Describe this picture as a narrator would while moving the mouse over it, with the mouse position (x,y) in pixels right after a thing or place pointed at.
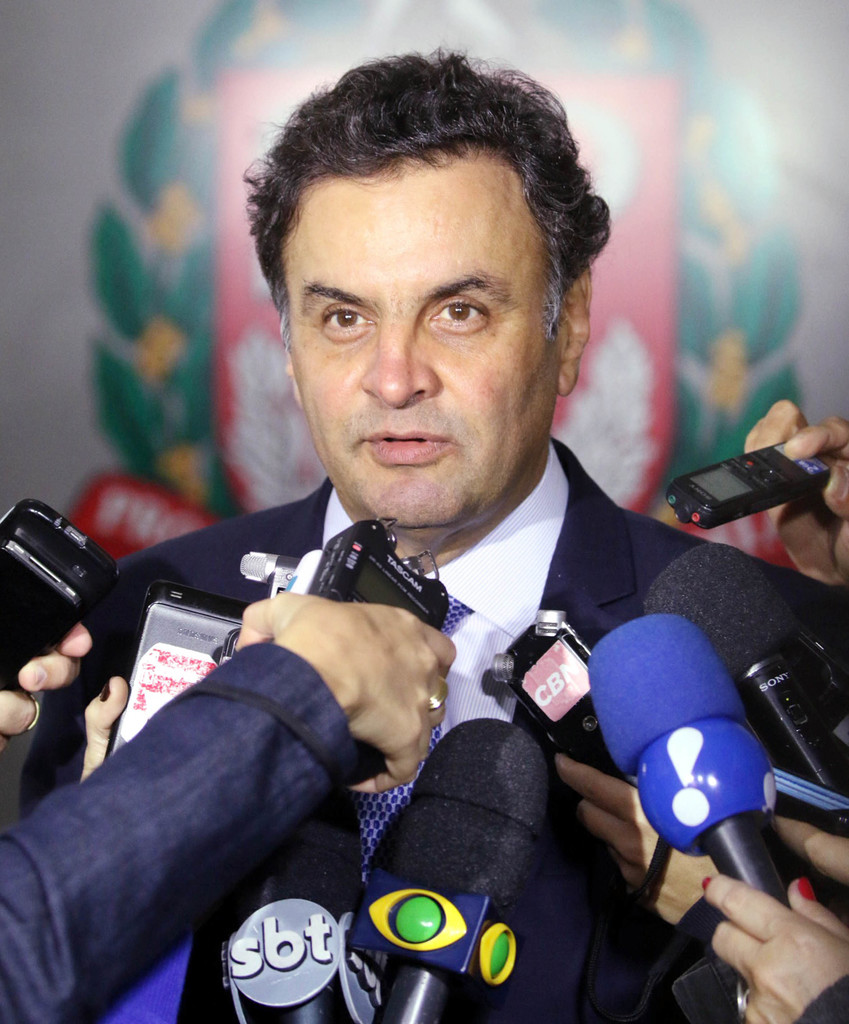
In this image there is a man (587,520) in the middle (515,492). In front of him there are persons (343,717) who are holding the mics (548,723). In the background (102,197) there is a banner (91,301).
